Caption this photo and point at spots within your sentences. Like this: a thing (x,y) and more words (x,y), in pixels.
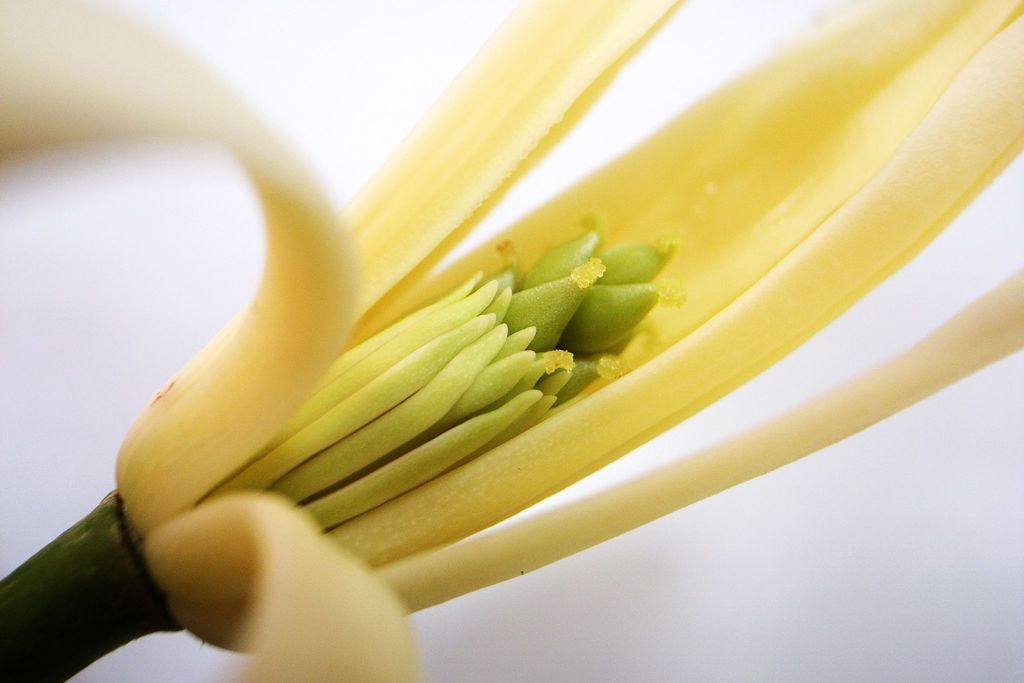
In this image I can see a yellow color flower (273,405) to a stem (92,602). The background (1000,568) is blurred.
